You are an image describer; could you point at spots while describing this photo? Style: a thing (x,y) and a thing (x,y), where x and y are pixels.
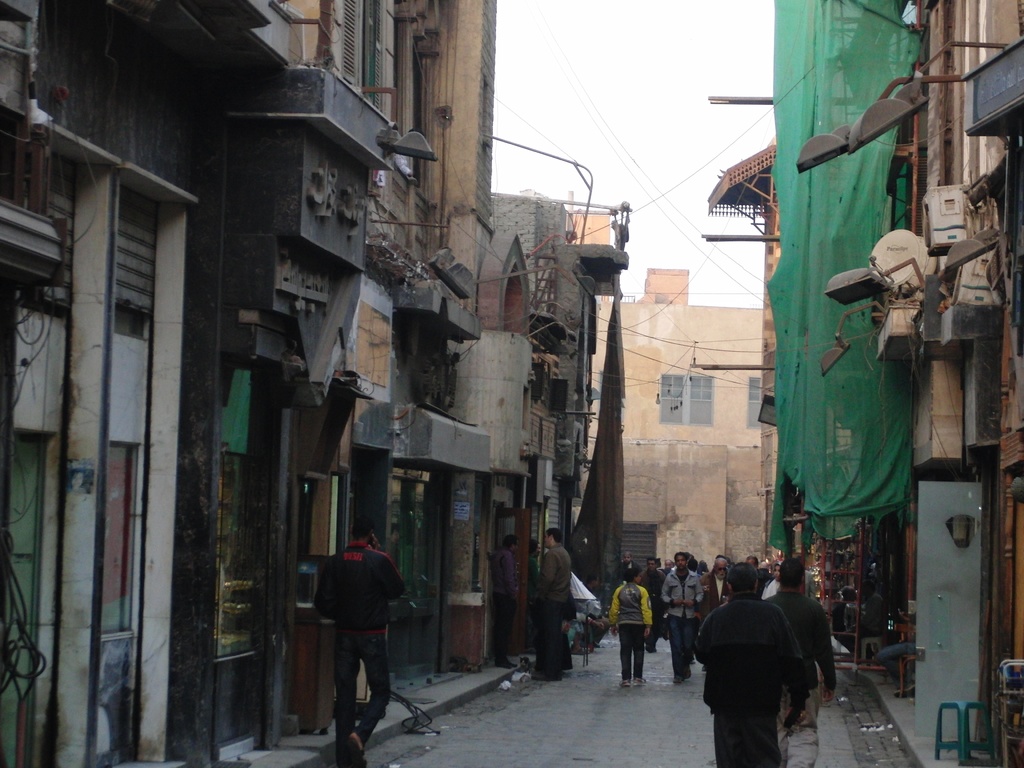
This image is clicked outside. There is a road (652,662) in the middle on which so many people (653,624) are walking. There are buildings (214,397) on the right side (892,207) and left side (97,337). There is sky (637,81) on the top (627,84).
